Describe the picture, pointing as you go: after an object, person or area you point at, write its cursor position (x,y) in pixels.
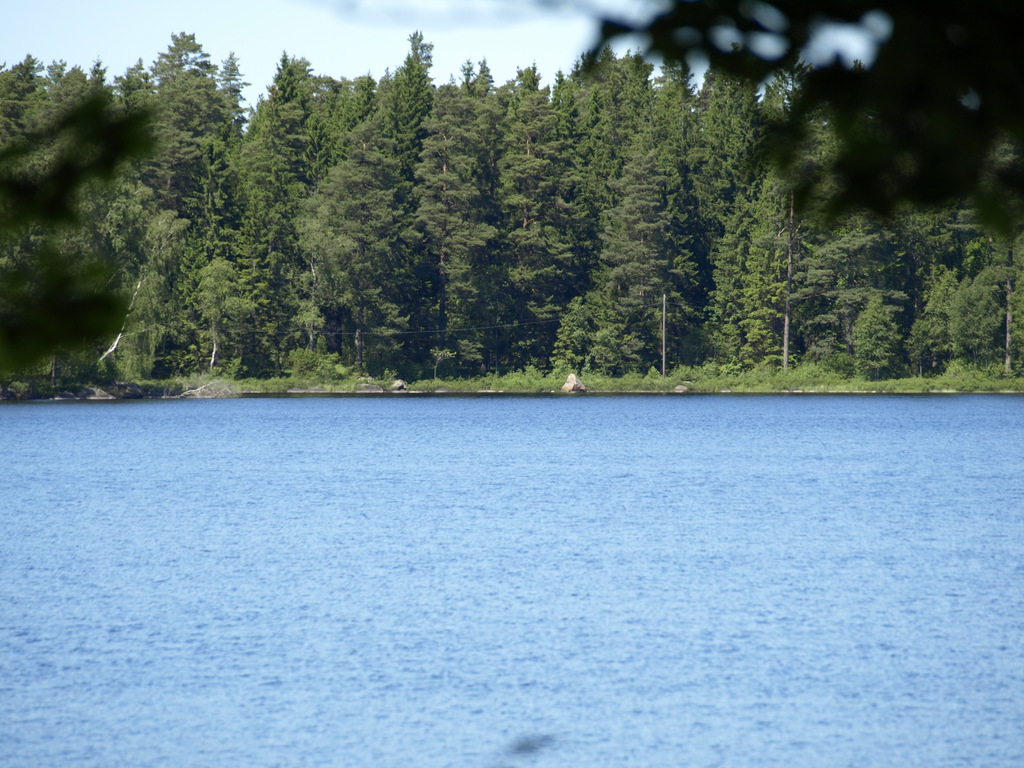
At the bottom of the picture (516,565), we see water (534,634) and this water (630,484) might be in the river (360,536) or a lake (278,563). In the background (495,327), there are trees (262,269). At the top of the picture (248,49), we see the sky (351,31).
